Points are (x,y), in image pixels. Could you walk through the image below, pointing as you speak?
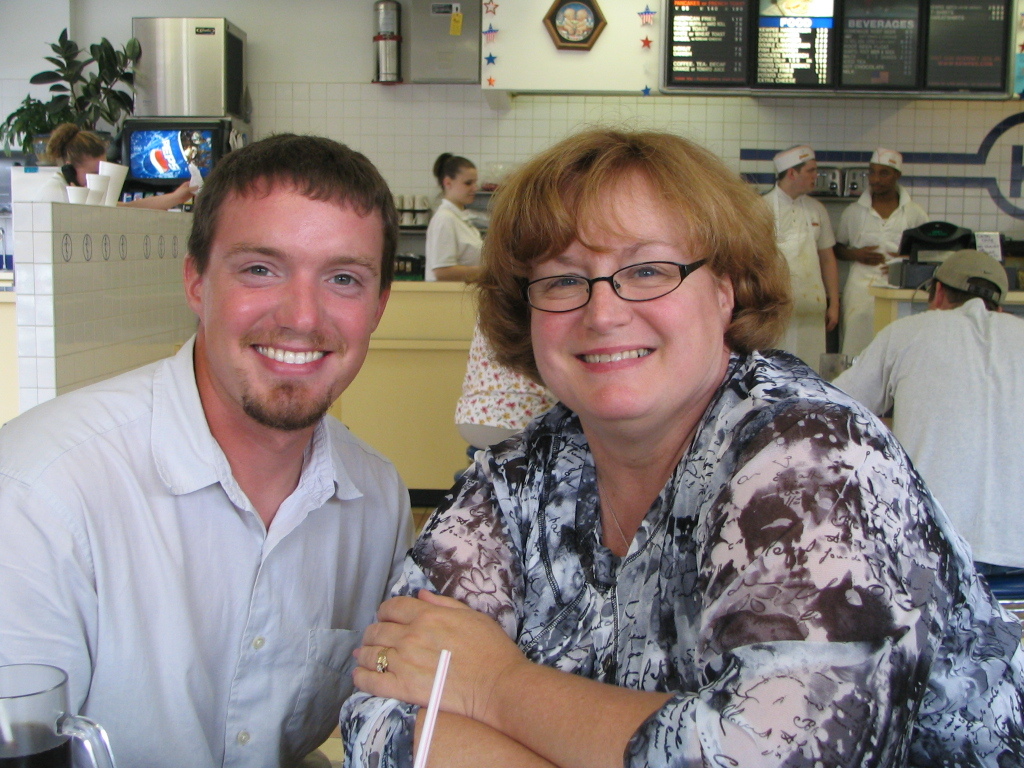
In this image in the foreground (612,352) there is one man (96,611) and woman (581,618) who are sitting and smiling, in the background (930,403) there are some persons (953,314) who are standing. And there is a kitchen (760,178), and in that kitchen (480,212) there are some utensils (481,225) and some cups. On the left side (87,233) there is a wall (144,209) and some cups (117,174) and a machine (152,128), plant (61,99) and on the top of the image (355,91) there are some boxes (692,67) and a wall (891,141). At the bottom (68,724) there is a glass (79,736) and straw (432,710).
